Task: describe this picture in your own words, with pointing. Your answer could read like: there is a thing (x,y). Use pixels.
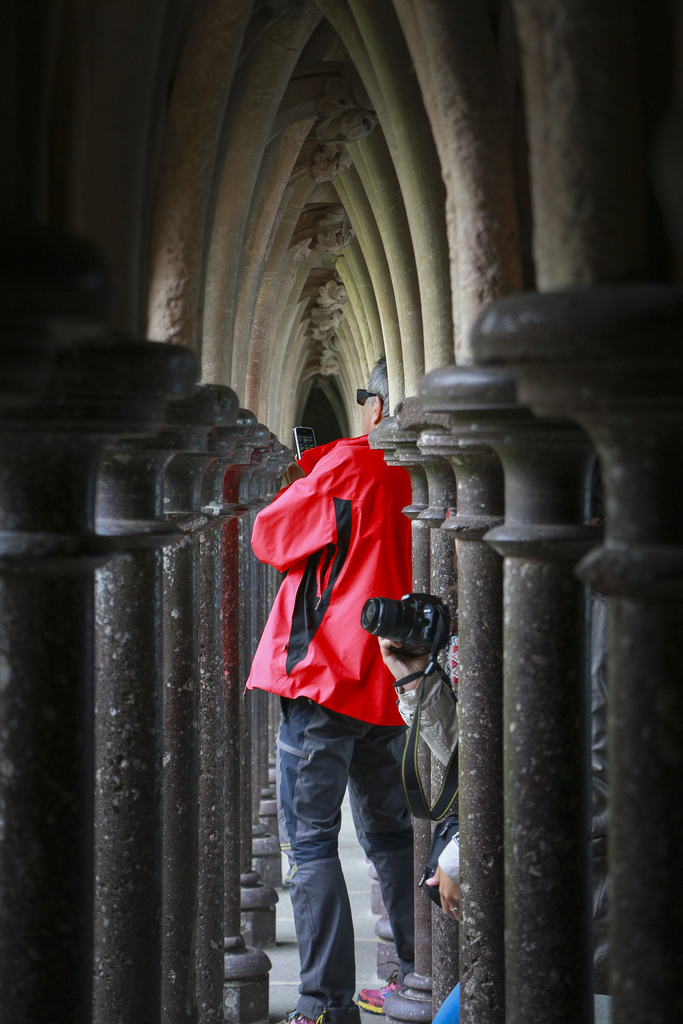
In the image I can see a person (358,613) who is standing in between the pillars (431,501).
